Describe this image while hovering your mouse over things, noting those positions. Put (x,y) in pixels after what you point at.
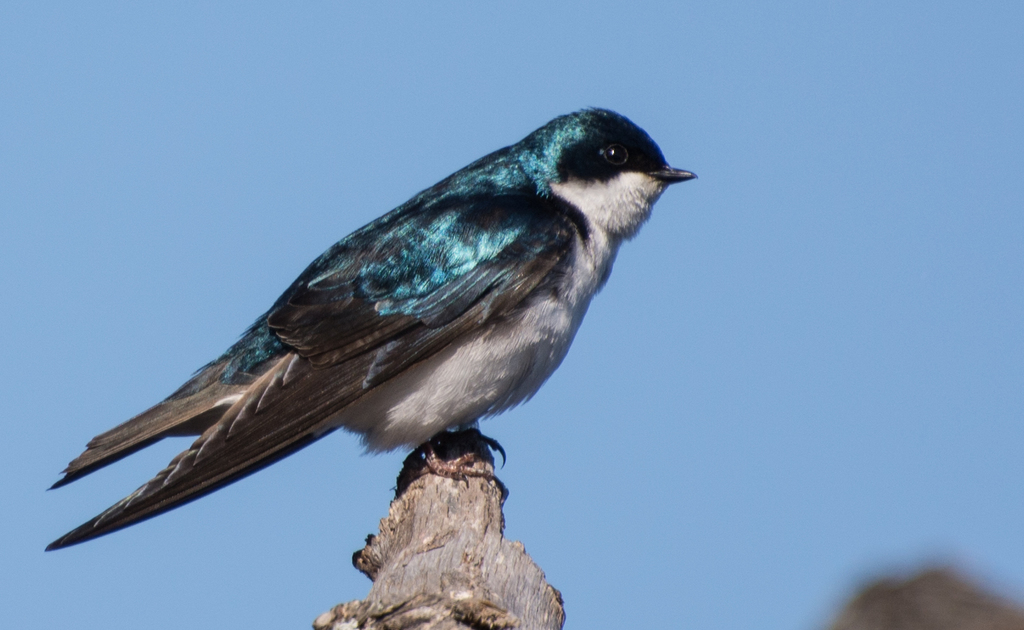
In this picture tree swallow (365,306) which is standing on the wood (383,601). In the back (694,294) there is a sky (704,258). In the bottom right corner (934,611) it might be the mountain (936,599).
